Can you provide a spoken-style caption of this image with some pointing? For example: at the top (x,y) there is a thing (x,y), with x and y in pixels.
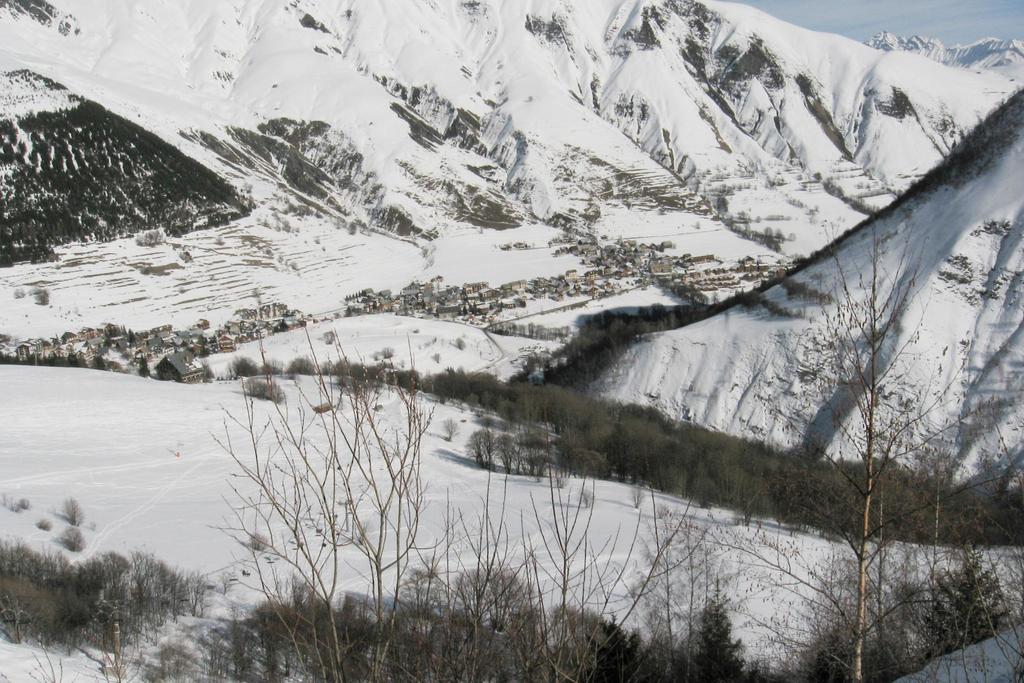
In this picture we can see ice mountains (441,171) with bushes (676,437), plants (319,571) and houses (601,261).
